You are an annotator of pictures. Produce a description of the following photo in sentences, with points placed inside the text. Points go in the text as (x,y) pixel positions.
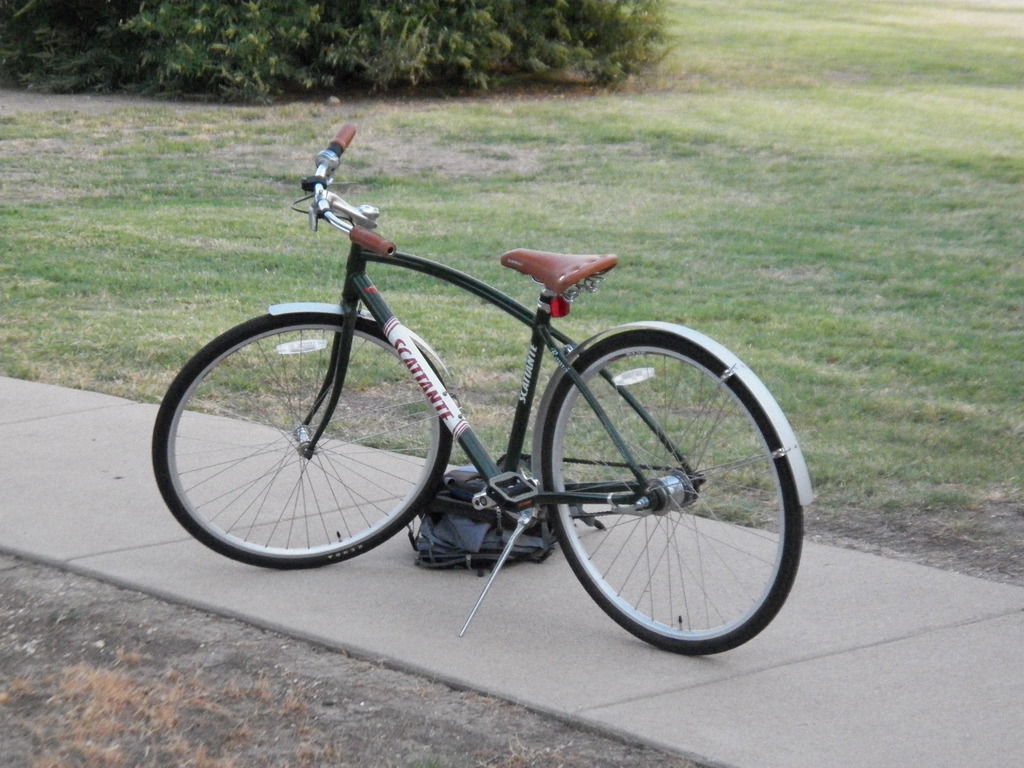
In this picture I can see there is bicycle (593,579) parked on the walk way (922,734) and there is grass (484,171) and plants (583,27) in the backdrop (247,241).
